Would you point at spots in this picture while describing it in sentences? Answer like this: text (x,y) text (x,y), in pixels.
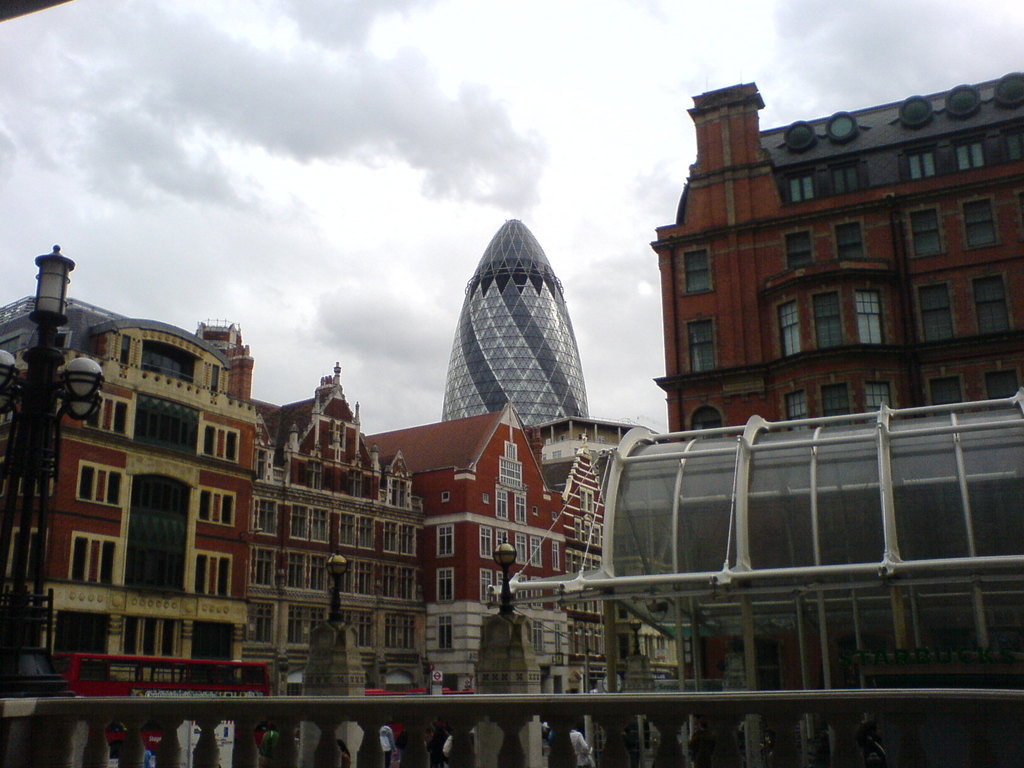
In the foreground of the picture (1000,728) there is a bridge (443,736). On the left (43,396) there are street lights (2,371). In the center of the picture (477,474) there are vehicles (171,694) and building (612,436). In the background (453,410) there are buildings (519,355). Sky (419,192) is cloudy.
